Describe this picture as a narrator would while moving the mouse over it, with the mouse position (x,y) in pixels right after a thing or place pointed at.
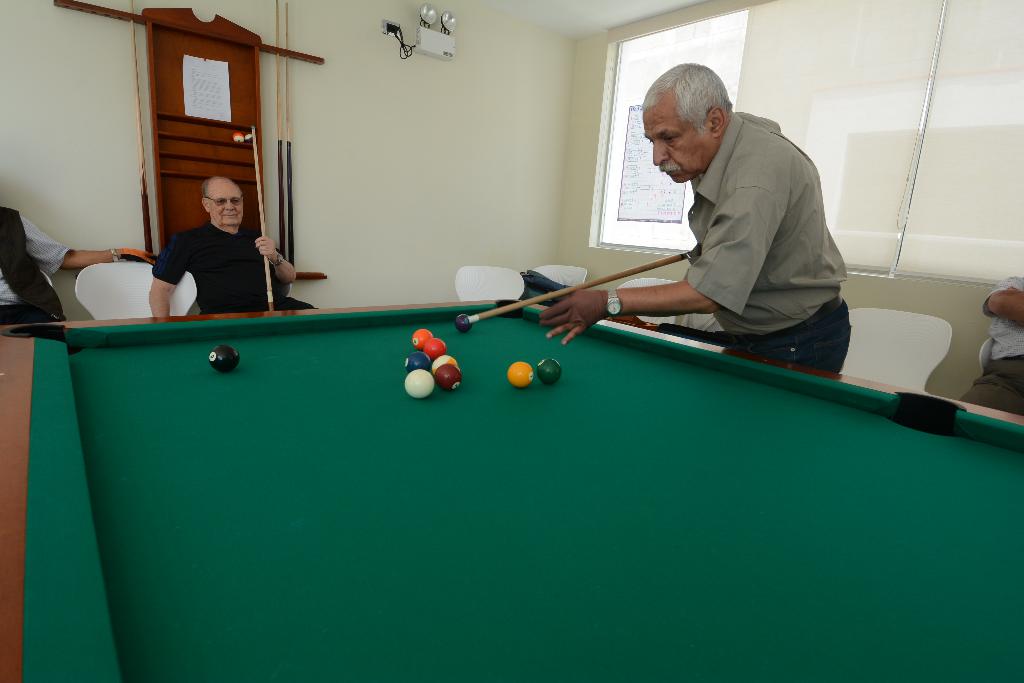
This 2 persons (211,273) are sitting on chair (149,280). This is a snooker table (337,331) with balls (225,347). This person (724,306) is holding a stick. This is window (927,196).
